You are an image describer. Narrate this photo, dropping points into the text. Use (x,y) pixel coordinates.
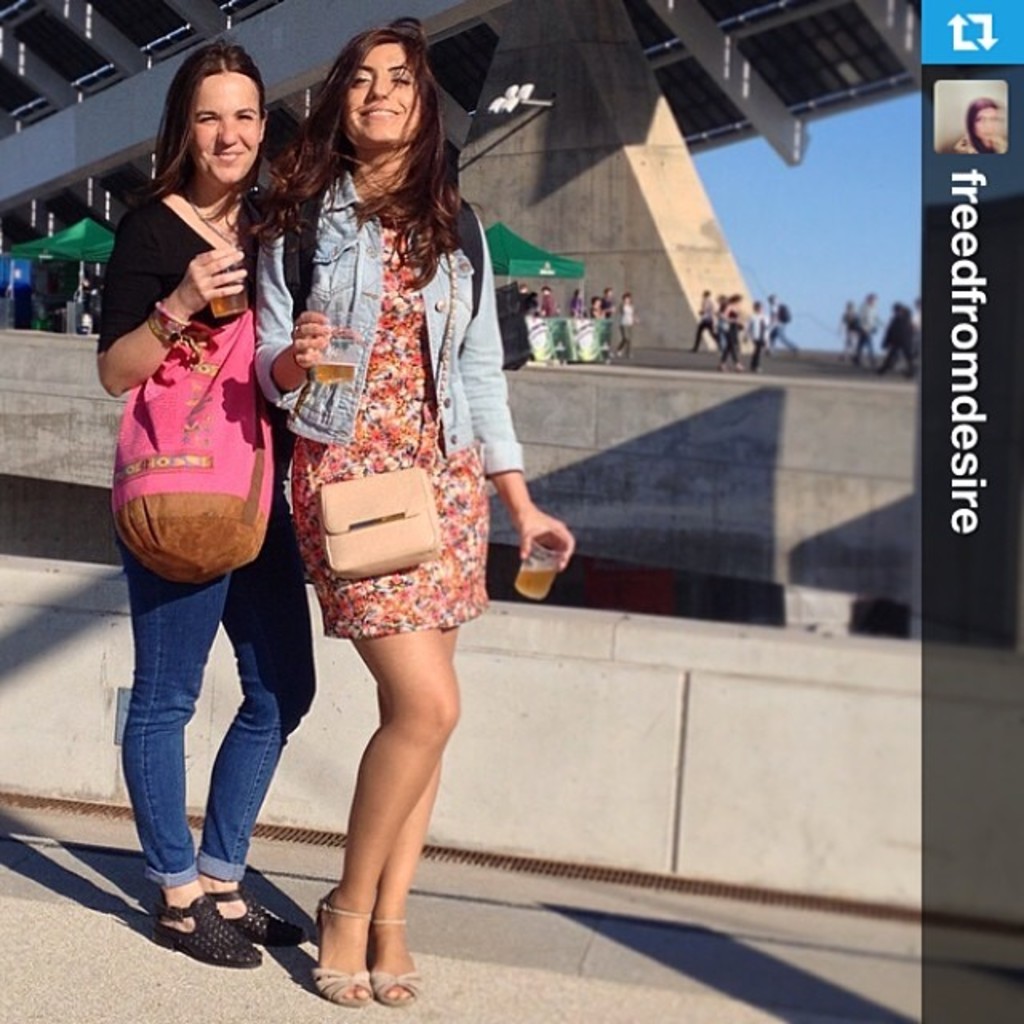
In this image in the foreground (349,493) there are two women (327,556) standing, and they are wearing bags (361,539) and holding glass (532,564). In the glass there is drink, and in the background (611,264) there are group of people (911,353) and it looks like a bridge (544,142) and wall (611,696) and sky (919,264). On the right side (949,361) there is text (976,458), at the bottom (611,939) there is a walkway (469,969).
